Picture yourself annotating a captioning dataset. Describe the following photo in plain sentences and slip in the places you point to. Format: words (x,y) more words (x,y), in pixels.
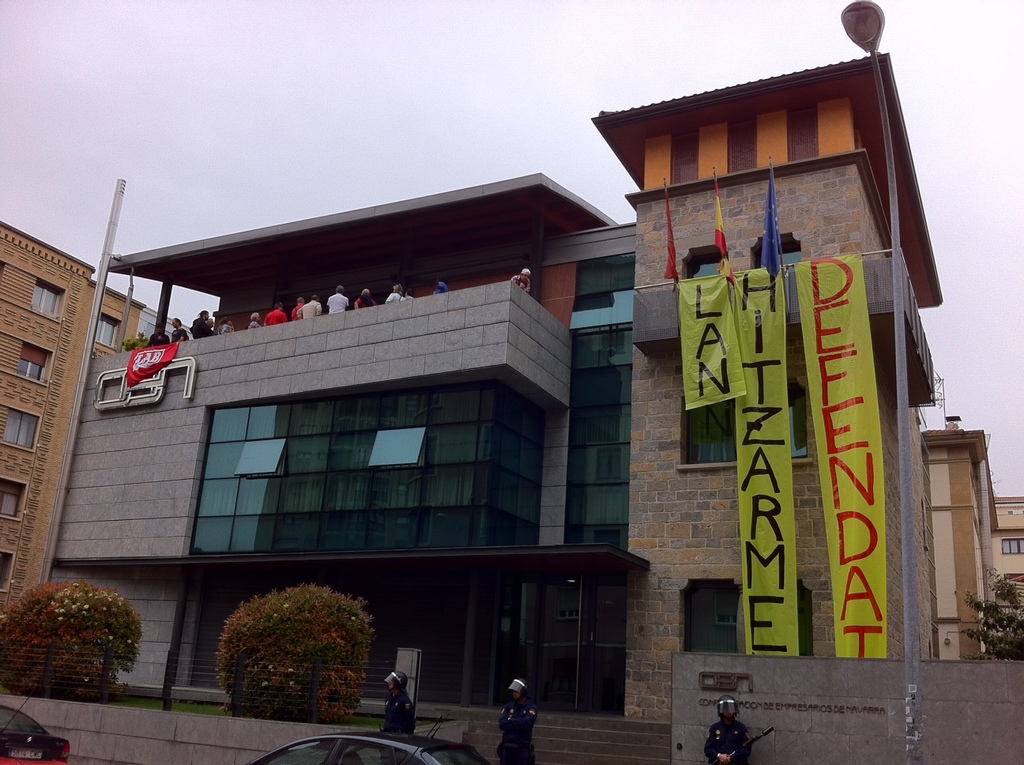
In this picture we can see there are three people (402,710) standing and in front of the people (397,694) there are vehicles (452,757). Behind the people (518,713) there is a wall (793,715), a fence (260,660), plants (82,641), banners (766,423), flags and buildings (7,370). Inside the building (442,305) some people (268,322) are standing, and behind the buildings (569,499) there is the sky (177,82) and on the right side of the building (822,517) there is a tree (995,622).
